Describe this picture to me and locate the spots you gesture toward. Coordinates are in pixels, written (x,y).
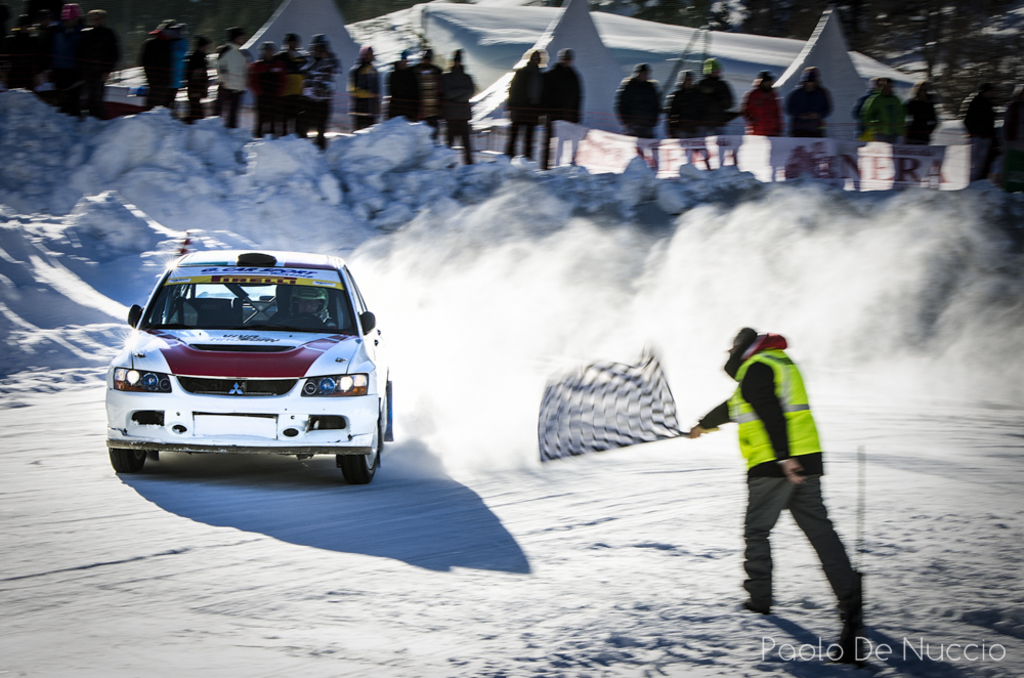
In this picture I can see a man (729,420) in front (553,423) who is holding a flag (567,445), which is of white and black in color and on the left side of this picture (244,336) I see a car (205,345) and I see something written on it and I see the snow (102,202). In the background (71,77) I see number of people (418,81) and I see number of trees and on the right bottom of this image (856,655) I see the watermark (820,642).
